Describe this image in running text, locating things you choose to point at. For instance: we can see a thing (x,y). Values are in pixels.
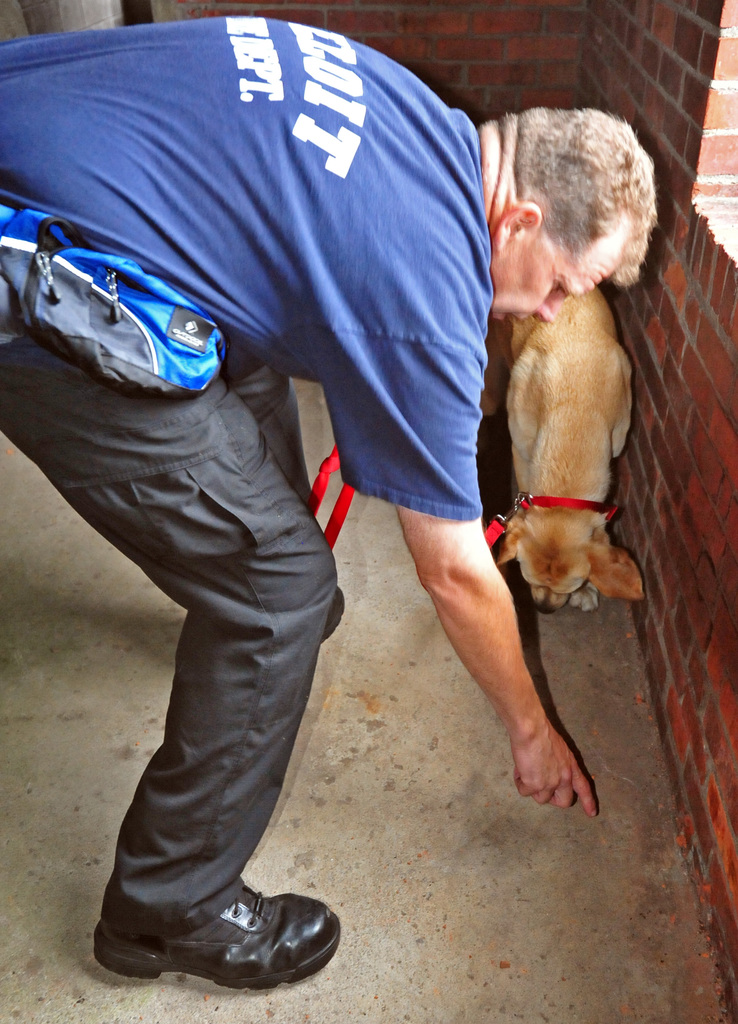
In the middle of the image (422,428) a man (611,206) is standing. In front of him there is a dog (586,303). Behind the dog (600,329) there is wall (735,475).
